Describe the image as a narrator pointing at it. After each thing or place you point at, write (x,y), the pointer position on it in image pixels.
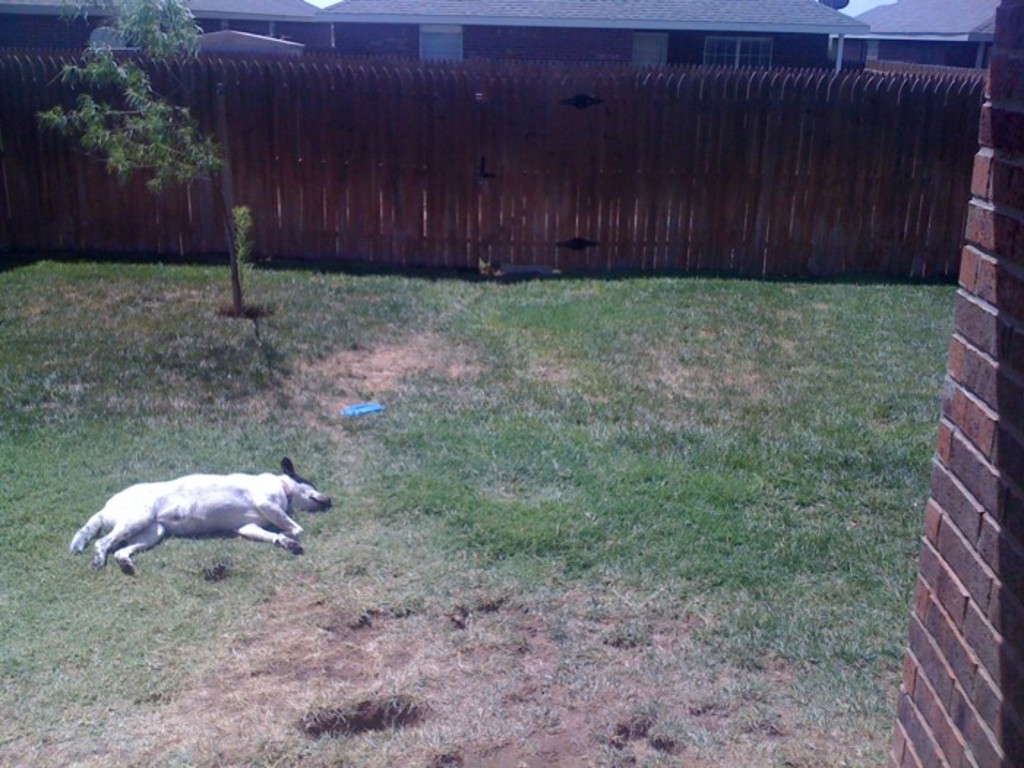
In this picture we can see a dog (220,477) lying on the ground (275,557), fence (948,211), wall (986,320) and in the background (879,19) we can see houses (636,21).
